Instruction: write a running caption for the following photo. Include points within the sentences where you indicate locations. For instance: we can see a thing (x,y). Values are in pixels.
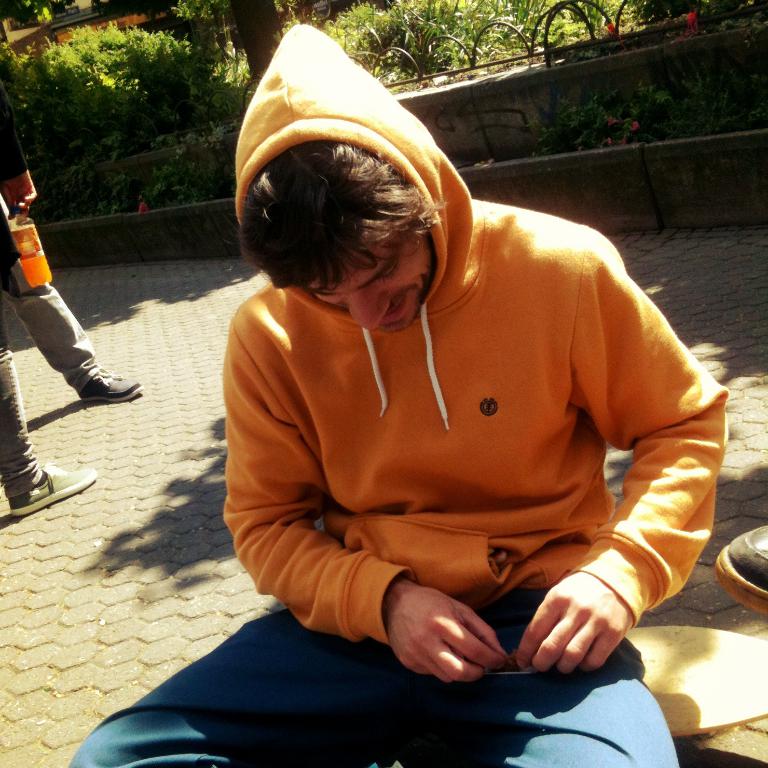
In this image, there are a few people (352,643). Among them, a person (328,537) is sitting. We can also see the ground (90,628). We can see the wall (665,61) and the fence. We can see some plants (182,83).
